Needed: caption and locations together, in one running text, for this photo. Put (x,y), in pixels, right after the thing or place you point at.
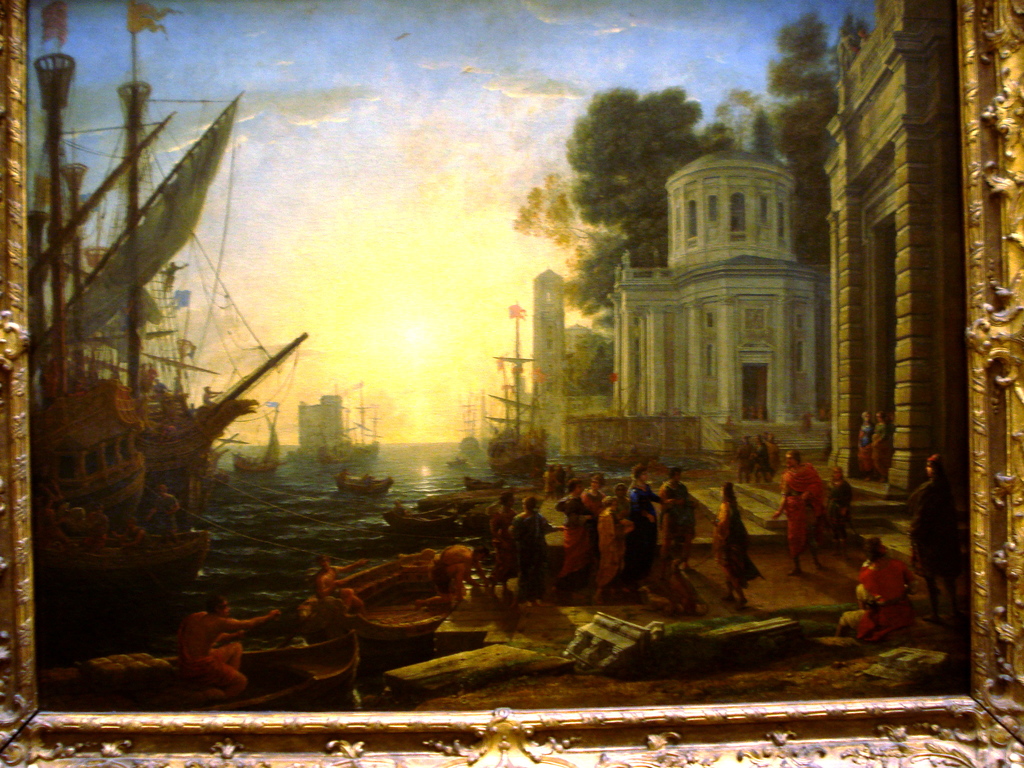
In this image I can see a photo frame (367,718) in which I can see some people (459,584) and the boats (127,504). I can see the water (414,468) and the buildings (562,415), trees (603,232) and clouds (507,142) in the sky (386,162).
